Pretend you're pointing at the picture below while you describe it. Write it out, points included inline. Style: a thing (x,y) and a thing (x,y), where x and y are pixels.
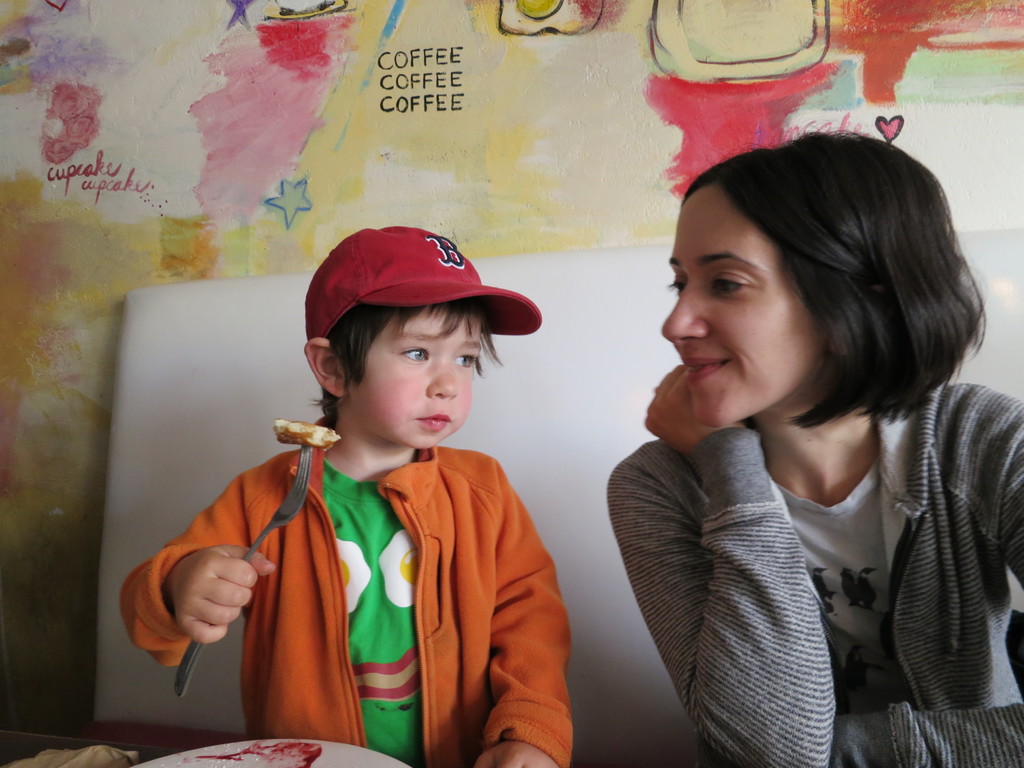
In this image there is a kid (353,380) sitting in a sofa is holding a fork (285,524) in his hand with some food item (307,439) to it, beside the kid (342,506) there is a woman (783,412) sitting, in front of the kid (258,626) there is a plate (144,767) and some object (64,761) on the table (73,745), behind the kid (293,607) there is a wall (167,213).
